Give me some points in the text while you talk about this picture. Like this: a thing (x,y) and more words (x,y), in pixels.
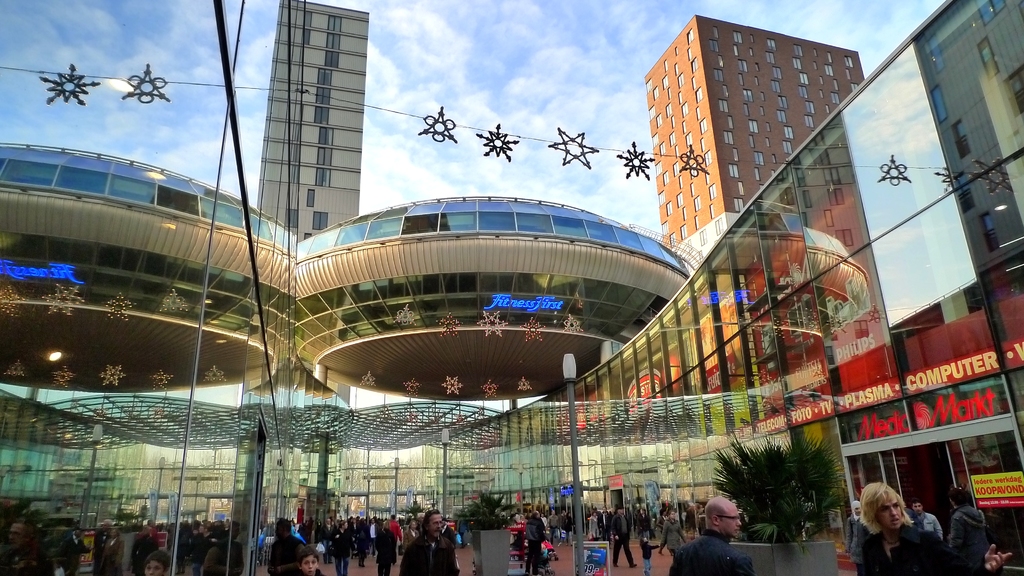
Here in this picture we can see number of people (691,518) standing and walking on the ground (371,564) and beside them on either side we can see buildings (631,480) and stores (471,475) present and in the middle (472,307) we can see a spaceship like structure (324,346) present on the buildings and behind that also we can see other buildings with number of windows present and we can see wires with lights (489,148) hanging in the middle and we can see the sky (398,83) is partly covered with clouds (469,67).
